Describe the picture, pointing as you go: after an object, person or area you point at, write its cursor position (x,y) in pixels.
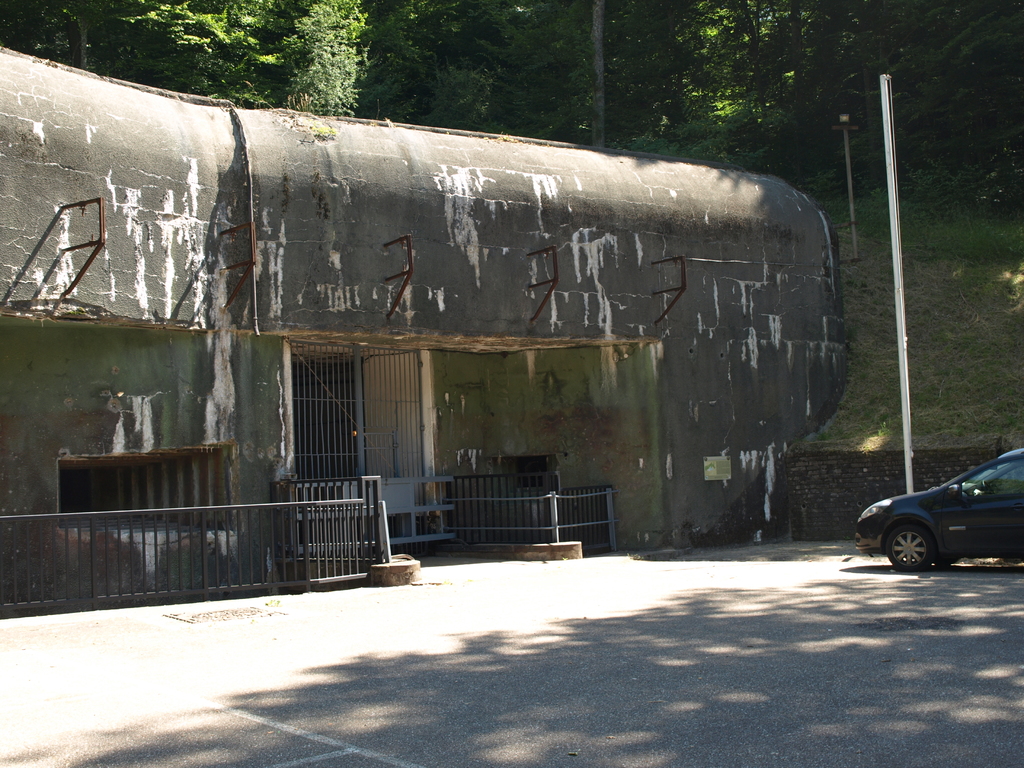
In this image there is a old building (495,295) with iron gate (359,437) and a pole (895,231) and car (974,513) in the right side of the image (969,529). And in background (711,89) there are trees (666,90).
